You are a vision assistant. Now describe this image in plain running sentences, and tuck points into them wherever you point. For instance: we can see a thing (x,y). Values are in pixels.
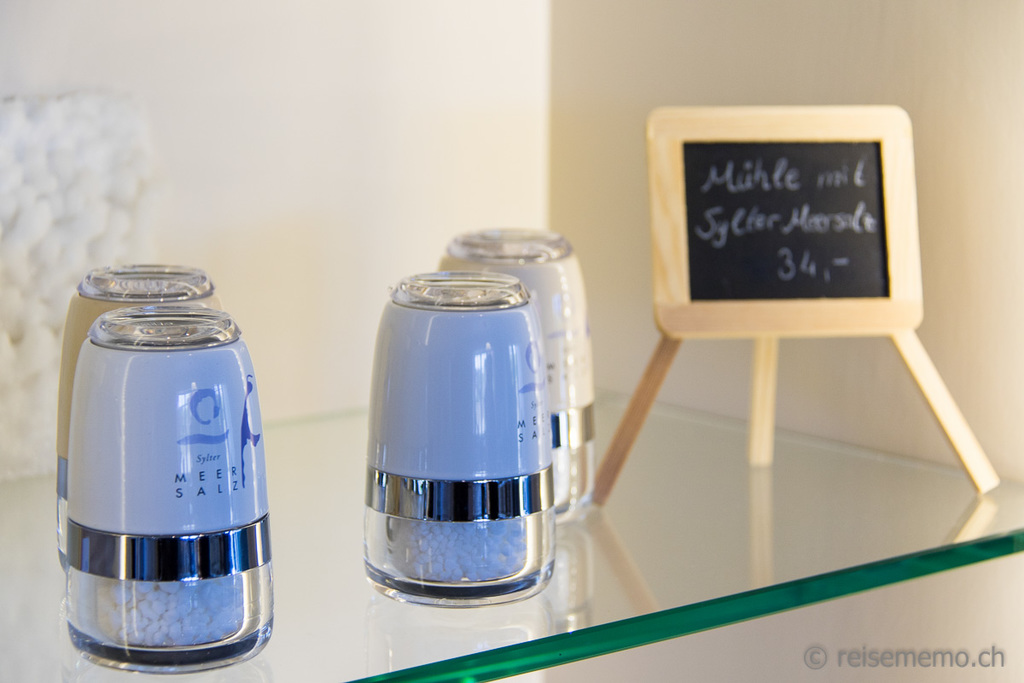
In the image in the center (680,450), we can see one glass table (453,621). On the table (687,591), we can see one slate (730,189), stand (641,386) and jars (582,452). And we can see something written on the slate (768,248). In the bottom right of the image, there is a watermark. In the background (569,119) there is a wall (529,133).
